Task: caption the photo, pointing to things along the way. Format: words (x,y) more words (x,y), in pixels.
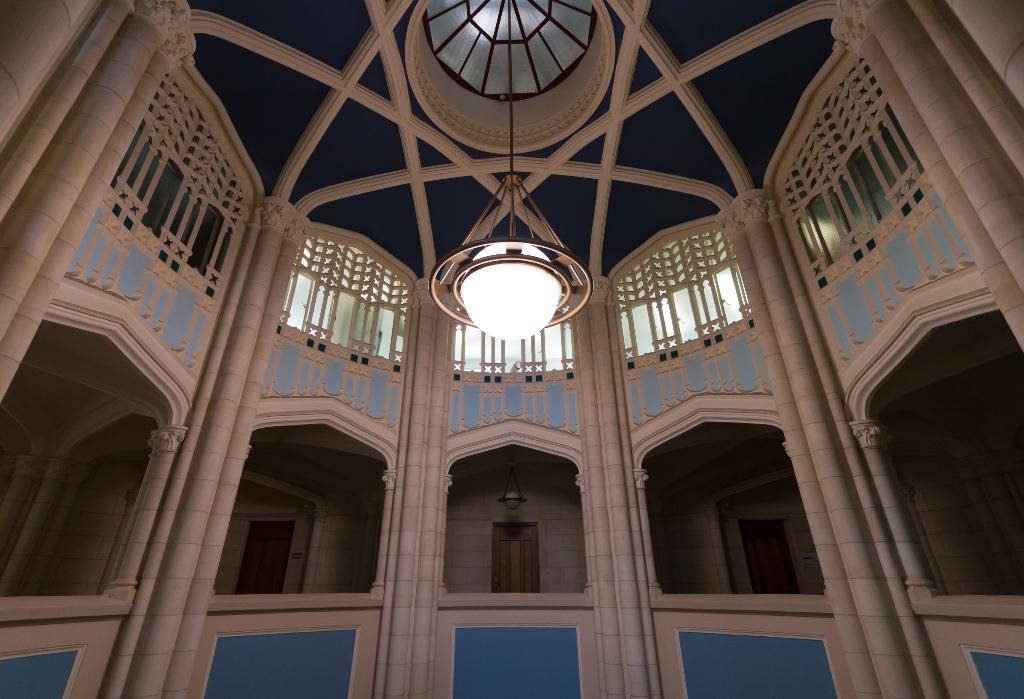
This picture shows an inner view of a building (540,367). We see a light (449,271) hanging to the roof (512,60).
